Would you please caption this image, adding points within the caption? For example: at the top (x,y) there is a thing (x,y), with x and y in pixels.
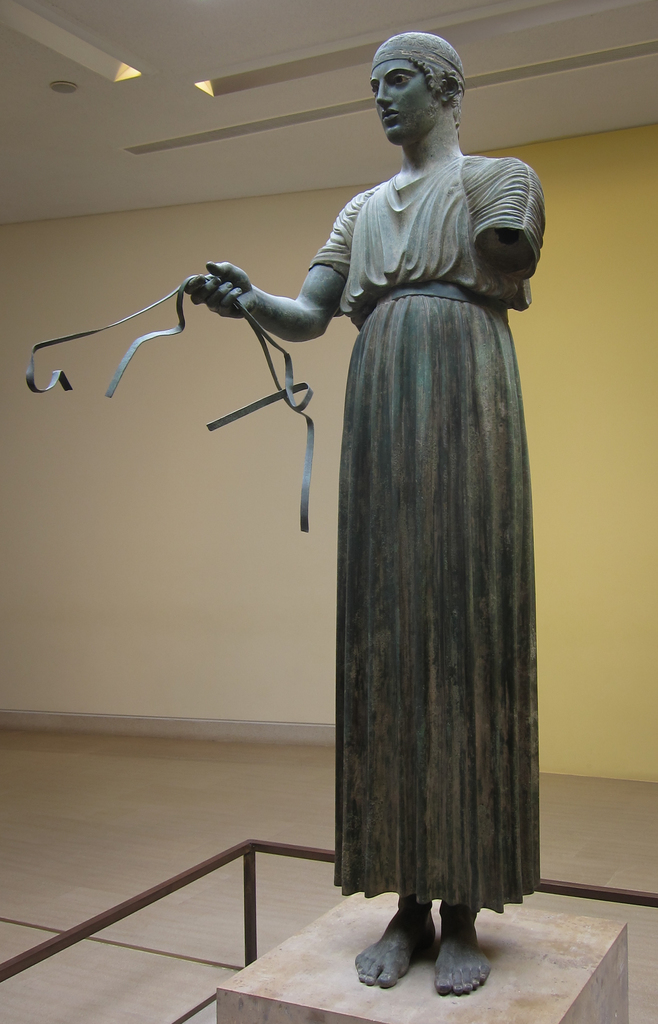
The picture consists of a statue (395,445), around the statue (350,708) there is an iron frame (246,880). At the top (186,67) it is ceiling (244,97). In the background (184,497) it is wall (571,492).
